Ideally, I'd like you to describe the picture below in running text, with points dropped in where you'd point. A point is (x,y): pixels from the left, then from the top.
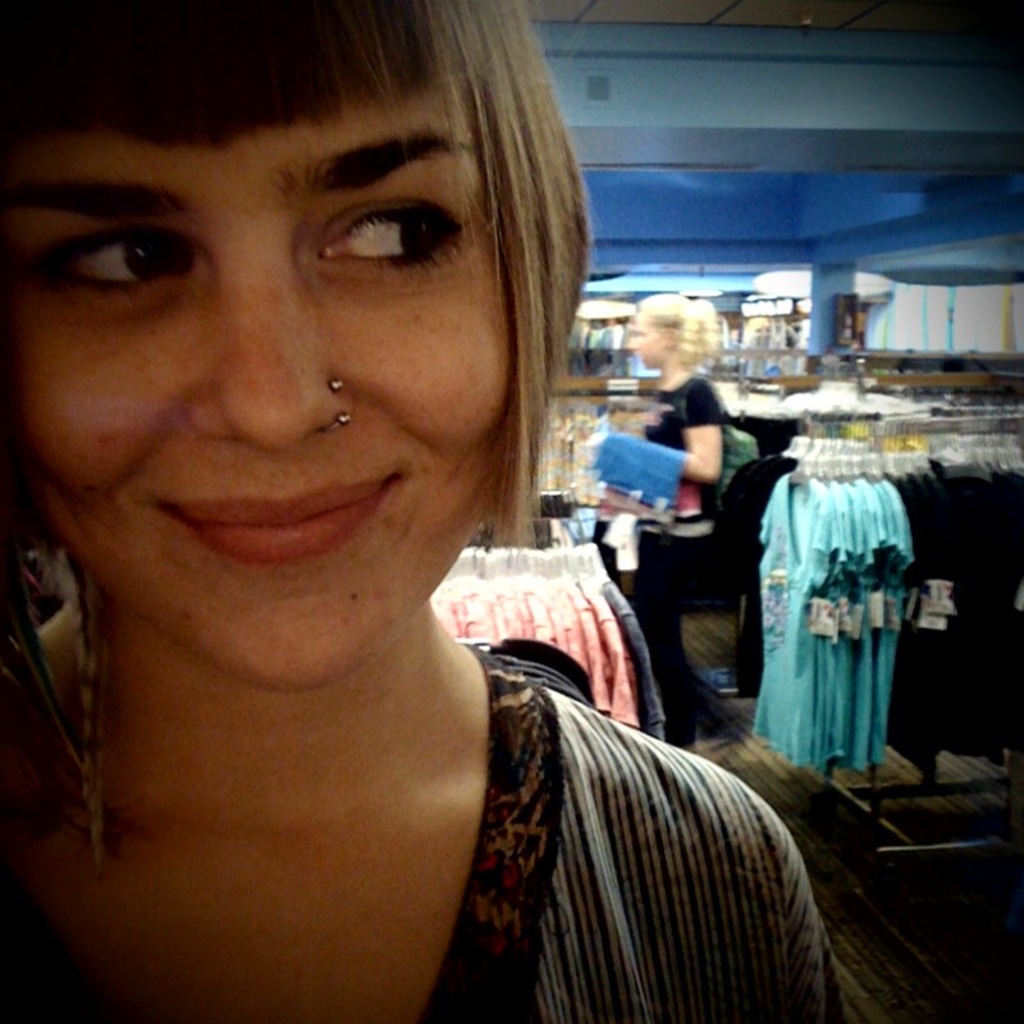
In this image in front (298,506) there is a person (397,573). Behind her there is another person (715,480) holding the clothes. Around them there are clothes (760,520) on the hangers (825,463).
